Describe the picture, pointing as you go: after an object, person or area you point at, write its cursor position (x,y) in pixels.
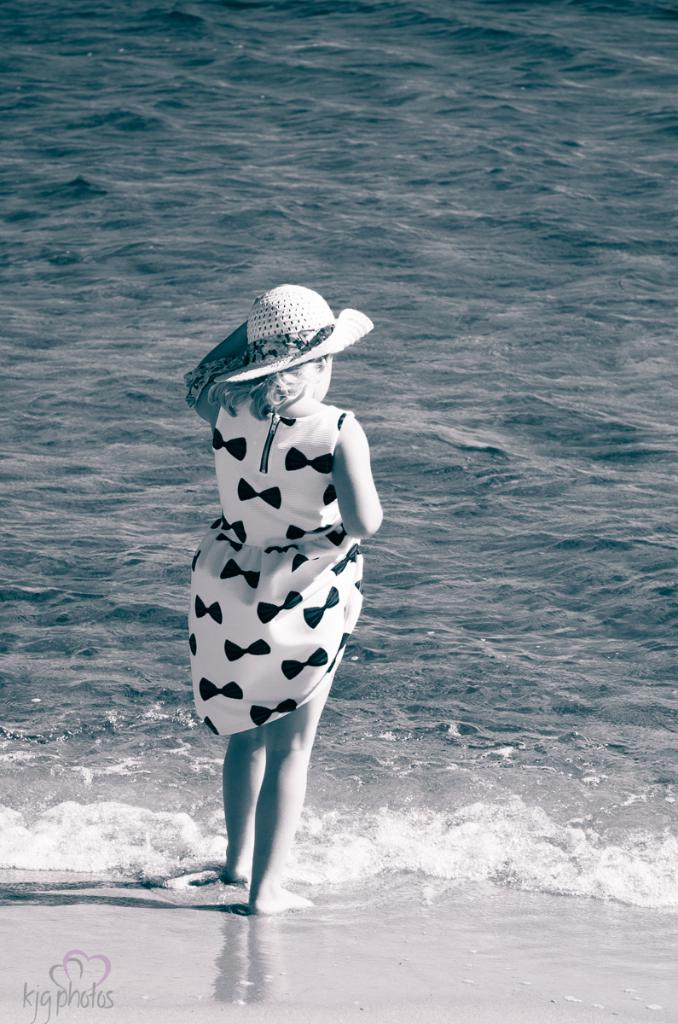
There is a girl (223,610) wearing a hat (230,374) is standing on a sea shore (354,954). In the back (290,220) there is water (200,209). In the left bottom corner (70,971) there is a watermark (53,989).
